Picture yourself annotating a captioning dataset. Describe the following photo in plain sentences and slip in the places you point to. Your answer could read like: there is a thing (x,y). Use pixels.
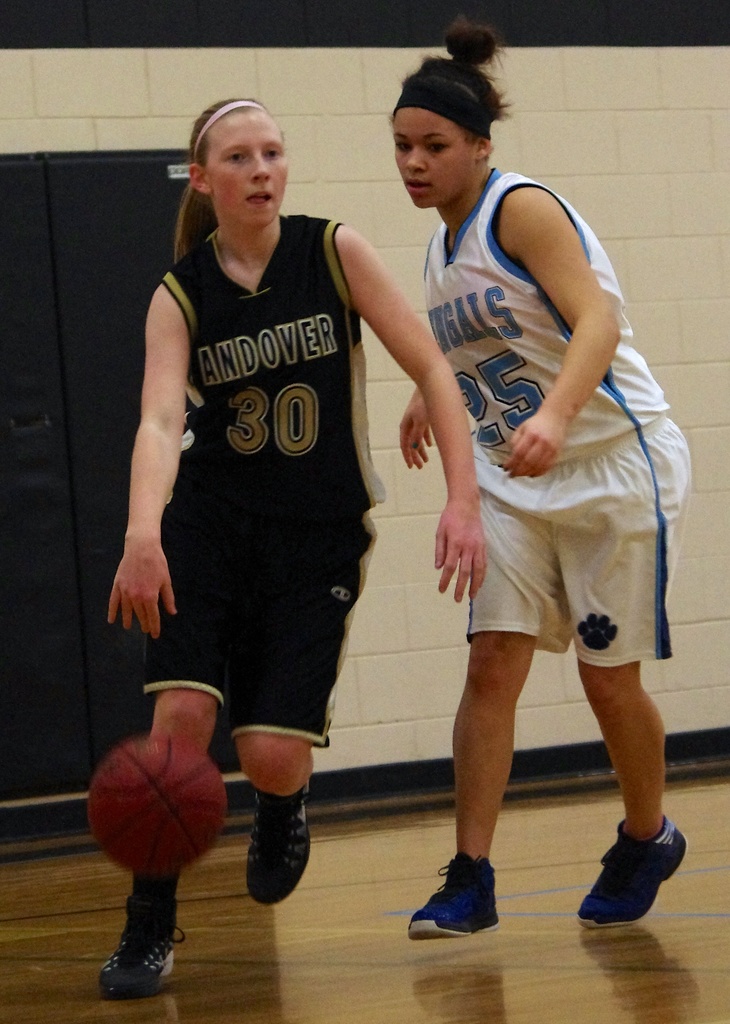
In this image there are two women (336,605) running on the floor (353,845) and there is a ball (126,773) in the air. In the background (80,182) there is a wall (399,216) and a cupboard (79,375).
